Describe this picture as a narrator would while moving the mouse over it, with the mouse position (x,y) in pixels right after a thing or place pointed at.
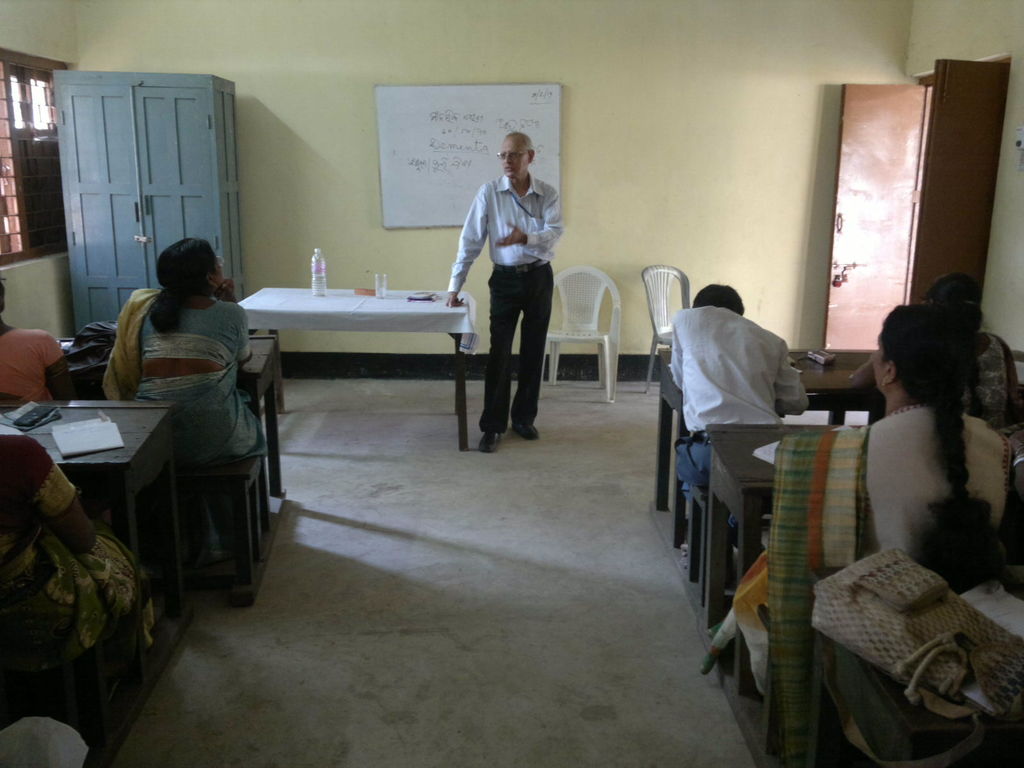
On both side of the image, there are group of people (945,531) sitting on the bench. In the middle (504,396), a person (499,408) is standing and talking. Next to that a table (402,310) on which bottle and glass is kept. The background wall (315,144) is yellow in color. In the left top (41,100), a cupboard (211,95) is there and a window (4,150) is visible. On the right (991,82), a door (857,288) is visible. This image is taken inside a room (547,580).
